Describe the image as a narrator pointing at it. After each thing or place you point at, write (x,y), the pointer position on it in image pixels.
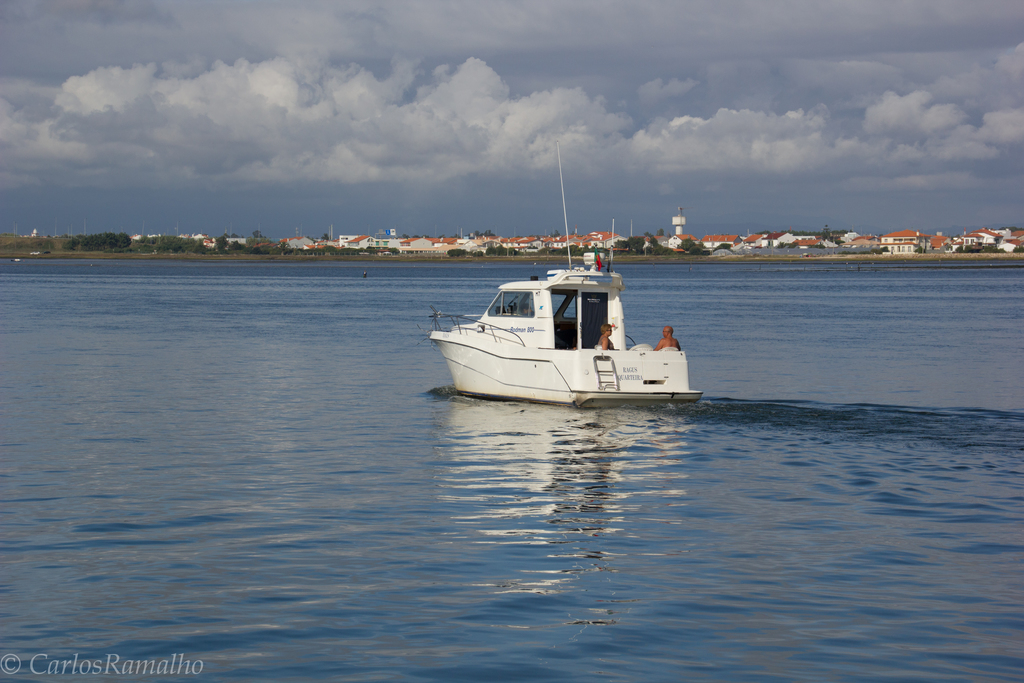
In the picture I can see a boat (544,400) is sailing on the water (596,438). On the boat (612,354) I can see people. In the background (495,253) I can see buildings (492,243), trees (460,253), the sky (303,208) and some other things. On the bottom left side of the image (75,665) I can see a watermark (90,655).
